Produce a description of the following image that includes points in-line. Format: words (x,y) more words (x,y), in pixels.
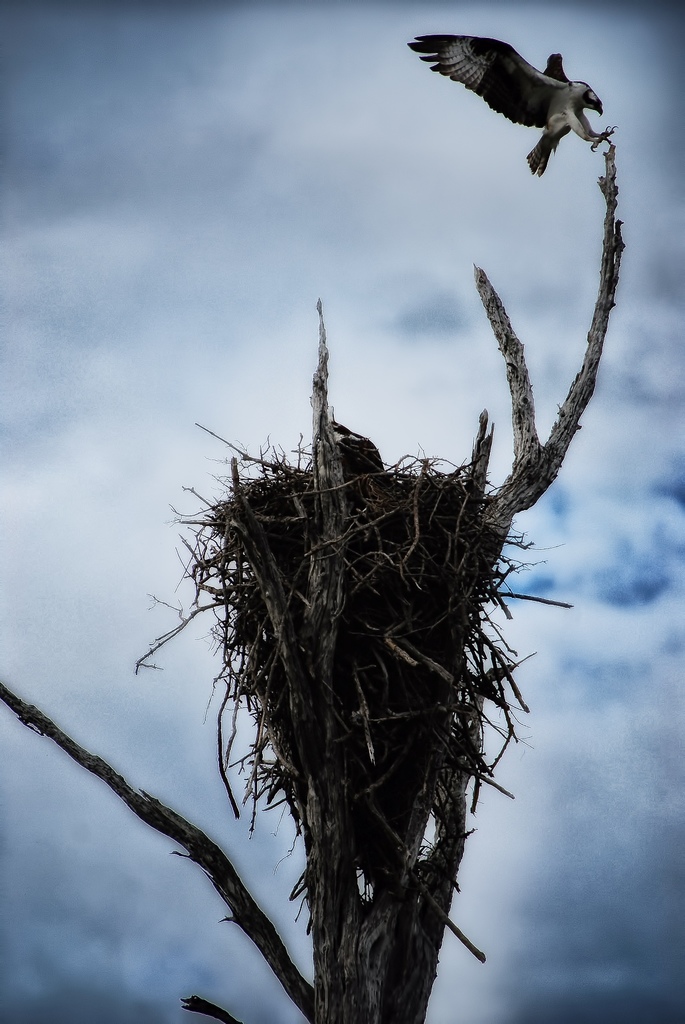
In this image there is a nest (372,615) on a tree (369,940). Here there is a bird (531,110). The sky (496,173) is cloudy.
